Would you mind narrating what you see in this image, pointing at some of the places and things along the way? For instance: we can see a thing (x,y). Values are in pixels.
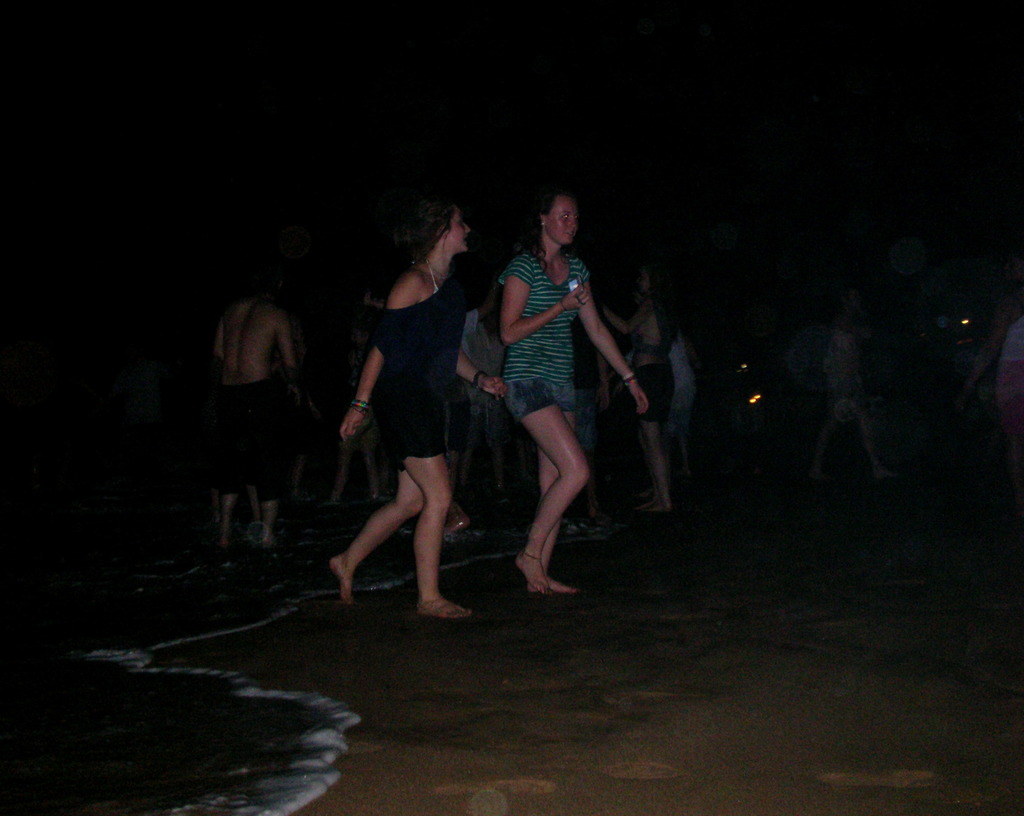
In this picture, we see two girls (533,361) in black and green T-shirts (456,357) are walking. Behind them, we see people (240,473) are standing. At the bottom of the picture (266,696), we see water (117,682) and sand (568,689). This picture might be clicked at the seashore (537,676). In the background (336,238), it is black in color. This picture clicked in the dark.
